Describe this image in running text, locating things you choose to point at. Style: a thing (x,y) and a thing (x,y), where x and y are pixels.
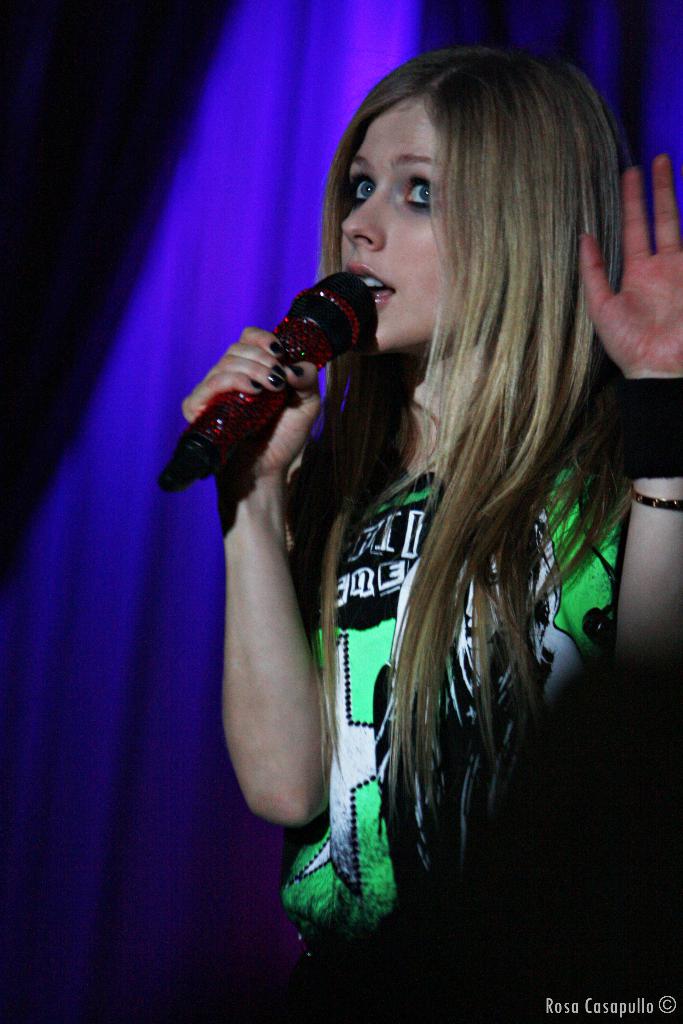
This Picture describe about the girl (485,511) who is singing in the microphone (285,364) and wearing a black and green t-shirt (371,605) with bangle (659,506) and band (641,431) in the right hand (637,230) and blue curtain (152,66) behind her.
